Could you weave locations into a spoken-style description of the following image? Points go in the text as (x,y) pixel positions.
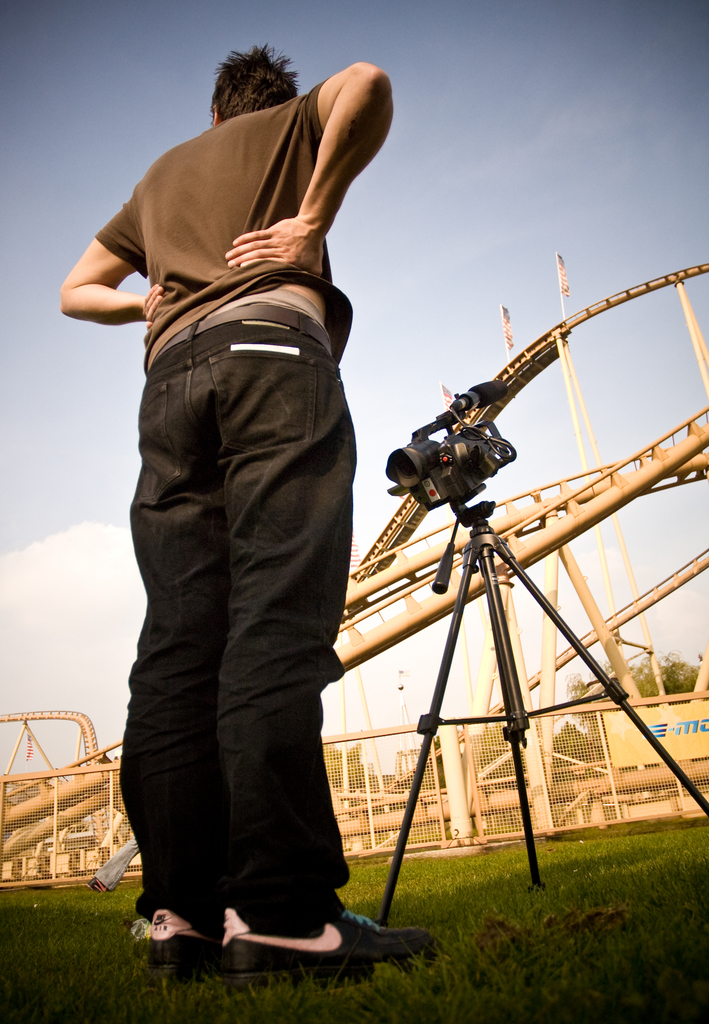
In this picture we can see a person (150,399) standing on the grass (543,916), camera (488,475) on a tripod stand (665,760), poster (641,742), fence (413,778), poles (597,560), flags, trees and some objects (557,823) and in the background (478,249) we can see the sky (474,173).
